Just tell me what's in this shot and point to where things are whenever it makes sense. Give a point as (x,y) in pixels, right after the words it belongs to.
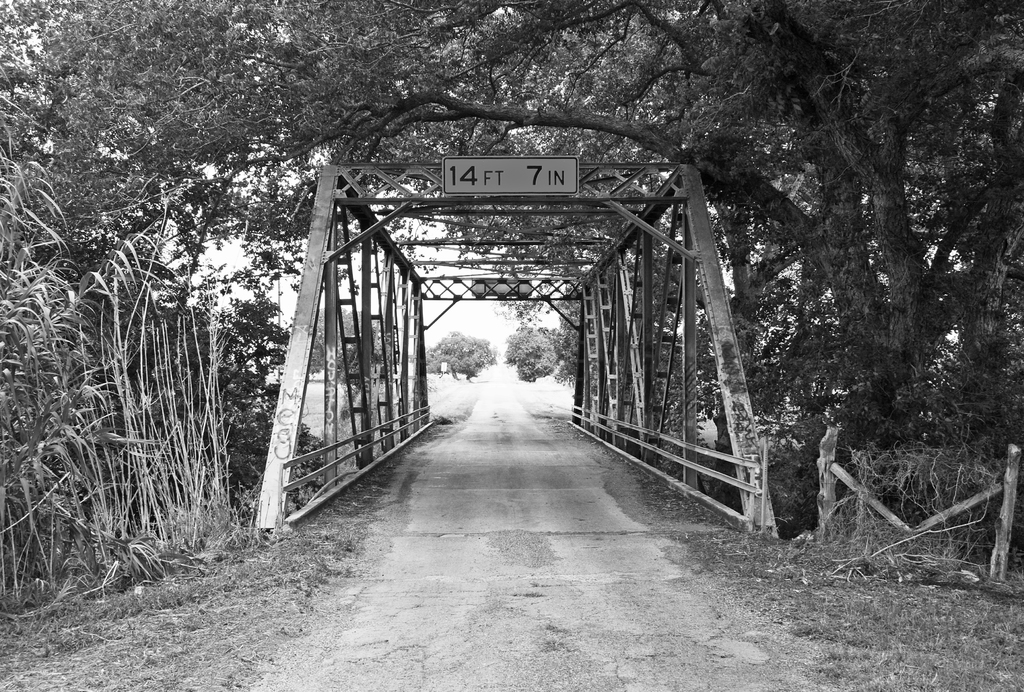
It is the black and white image in which there is a bridge (494,445) in the middle (493,445). There are trees (482,25) around the bridge (505,456). At the top of the bridge (459,197) there is a board (508,174). On the ground (536,620) there is grass (901,591). In the middle (509,447) there is a way (507,497).
